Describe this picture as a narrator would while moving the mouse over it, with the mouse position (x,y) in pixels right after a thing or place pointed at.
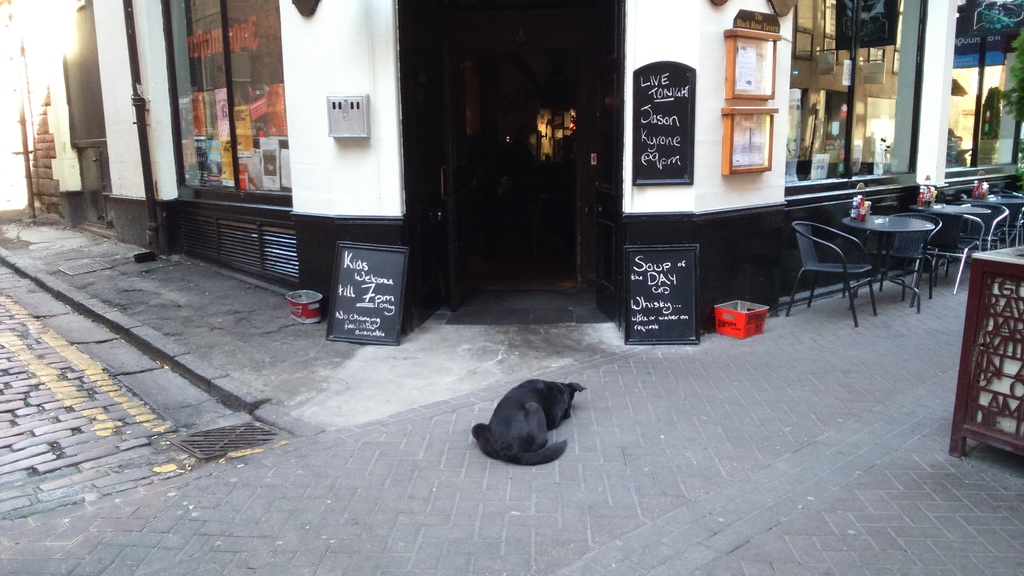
In the image there is a black dog (555,420) laying on the street (434,447) and behind there is a building (350,68) with chairs (993,221) and tables (863,228) in front of it, it seems to be a pub (184,200).
